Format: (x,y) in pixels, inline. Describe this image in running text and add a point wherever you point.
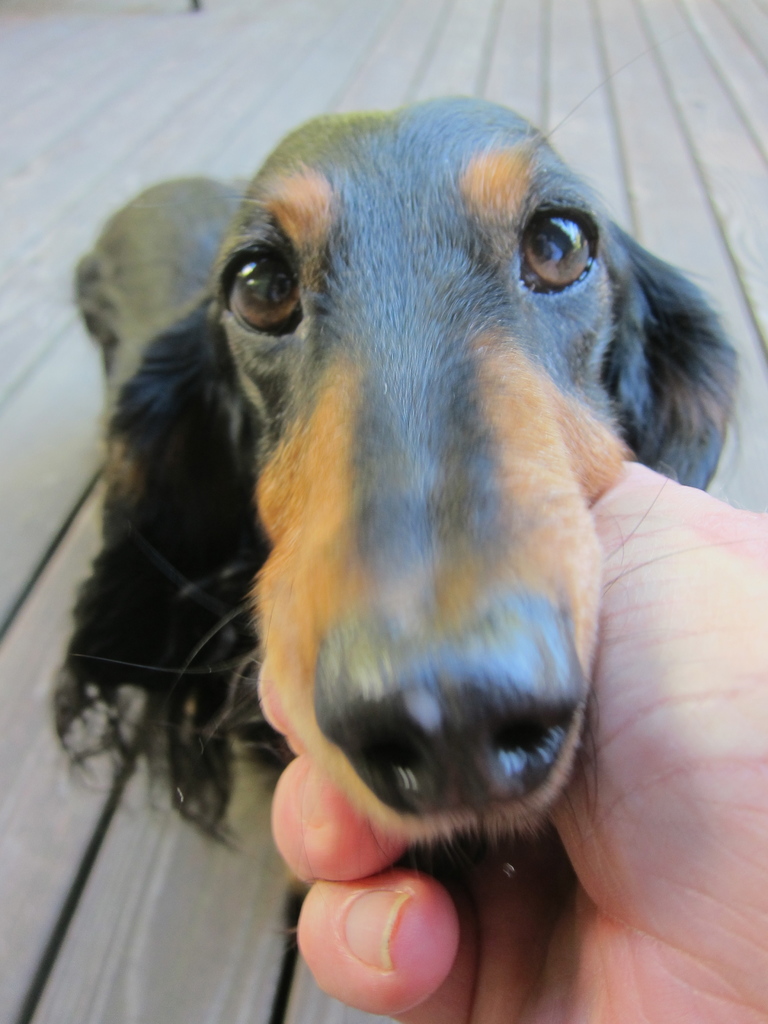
In this image there is one person hand (279,850) is holding a dog (407,569) as we can see in middle of this image (411,431). There is a wooden surface (124,112) in the background (135,945).
